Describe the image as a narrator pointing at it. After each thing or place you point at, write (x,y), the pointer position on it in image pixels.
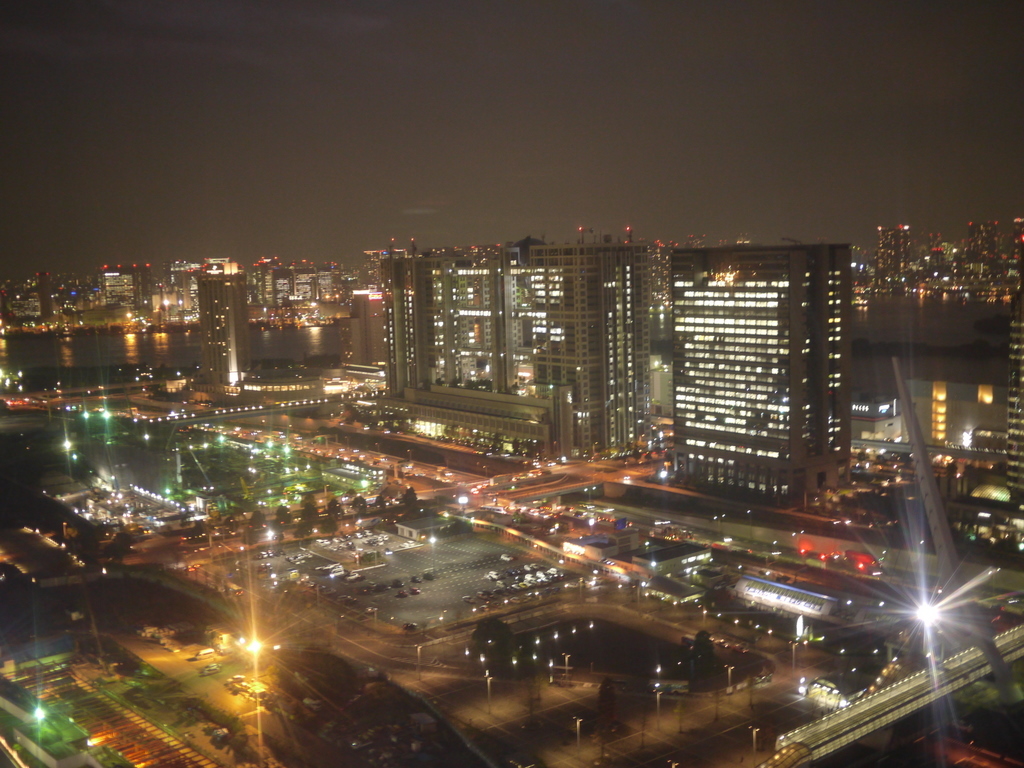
In this image, we can see so many buildings (1012,516), roads (982,755), vehicles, lights (38,709), trees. Background (956,124) there is a sky (537,167).
